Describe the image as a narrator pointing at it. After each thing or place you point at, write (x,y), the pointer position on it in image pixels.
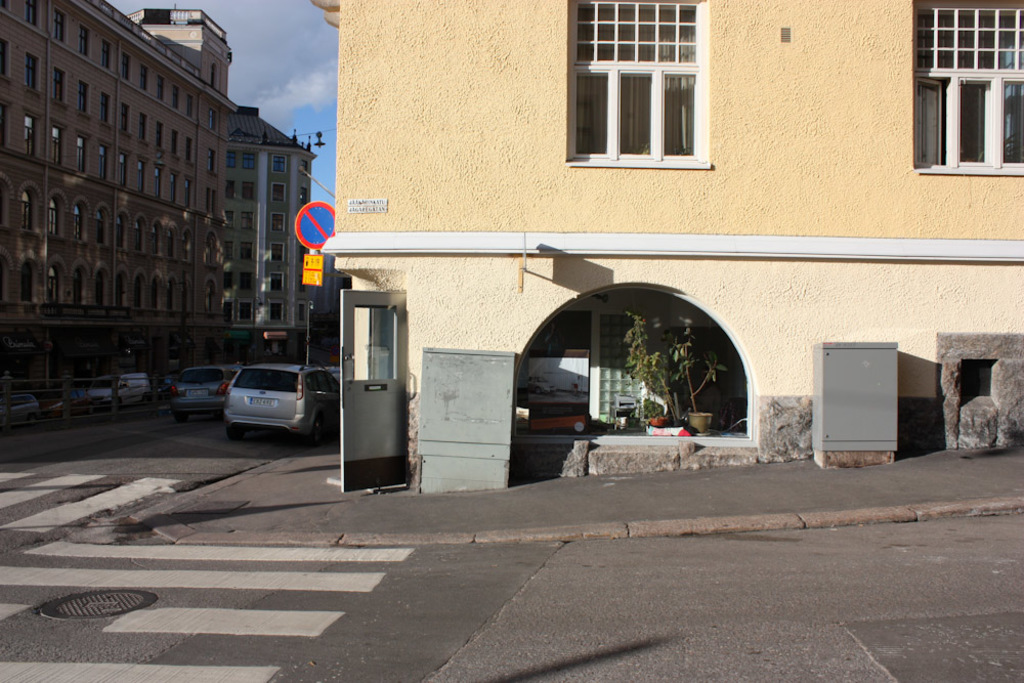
In this image we can able to see some buildings (74,374), vehicles (203,394) on the road (22,447), there is a sign board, and some house plants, there is a door (342,361), and windows (631,402), we can see zebra crossing (75,518).
